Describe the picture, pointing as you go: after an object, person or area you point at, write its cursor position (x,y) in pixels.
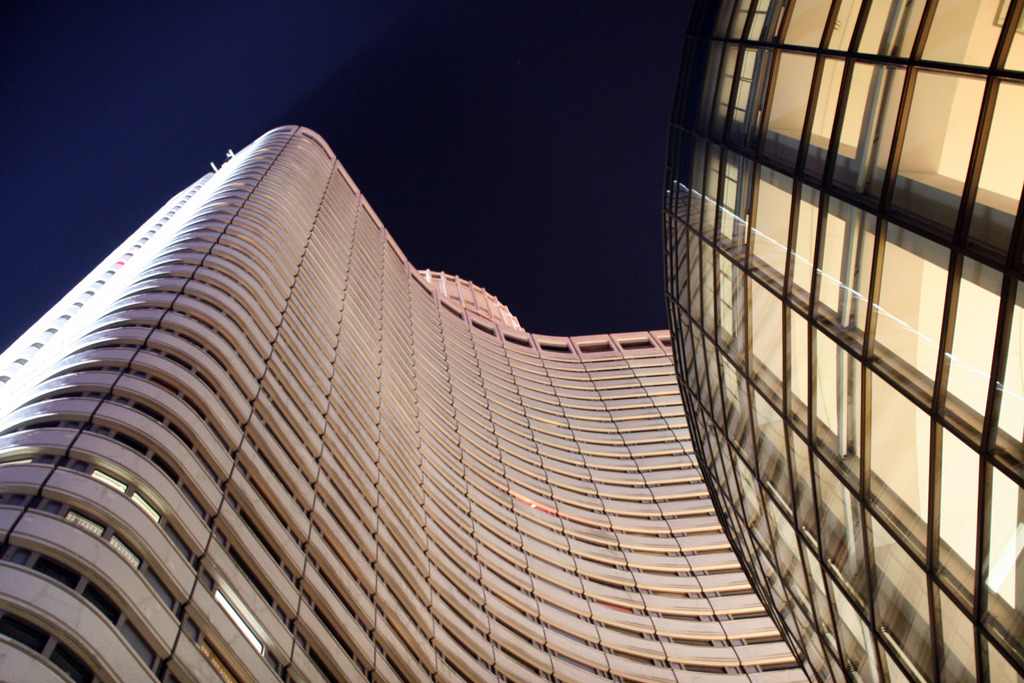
In this picture we can see few buildings (493,440) and lights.
